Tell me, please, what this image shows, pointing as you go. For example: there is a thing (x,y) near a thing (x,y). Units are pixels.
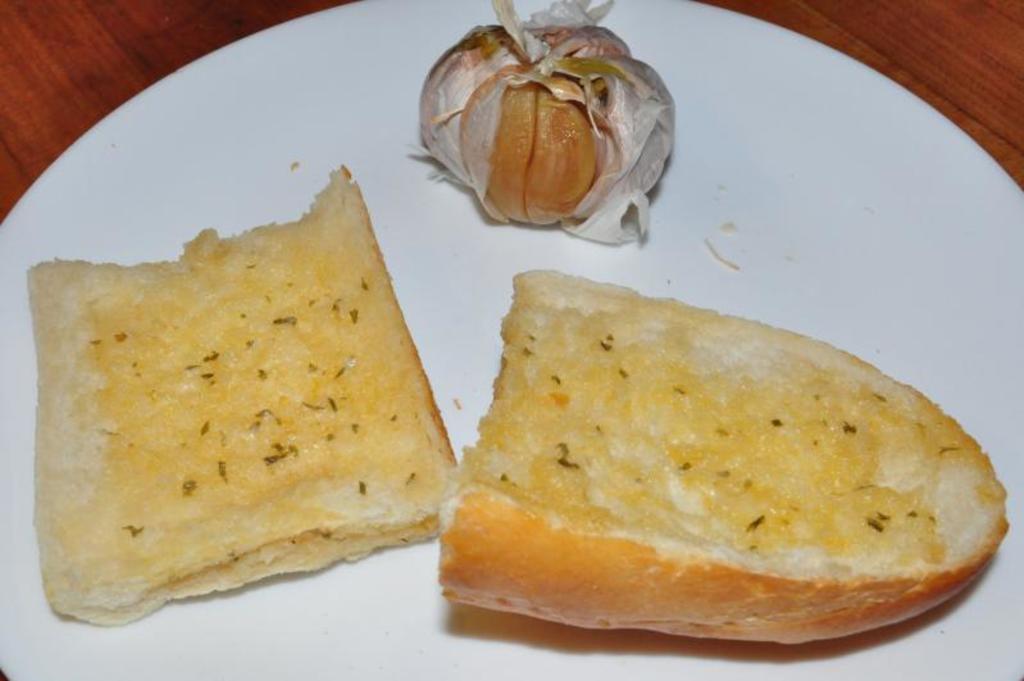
In this picture we can see food items (667,302) on a plate (820,320) and this plate (796,314) is placed on a wooden platform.
